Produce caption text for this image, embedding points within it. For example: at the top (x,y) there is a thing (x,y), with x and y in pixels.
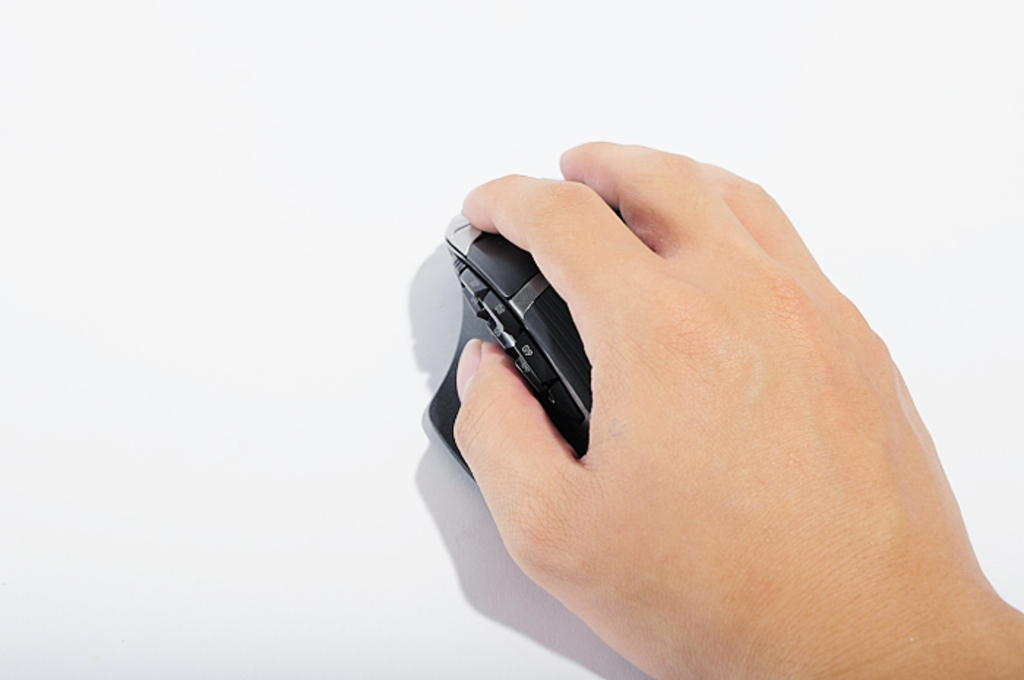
In this picture we can see hand (690,512) of a person (771,450) holding a black object (517,283). Remaining portion of the picture is in white color.
